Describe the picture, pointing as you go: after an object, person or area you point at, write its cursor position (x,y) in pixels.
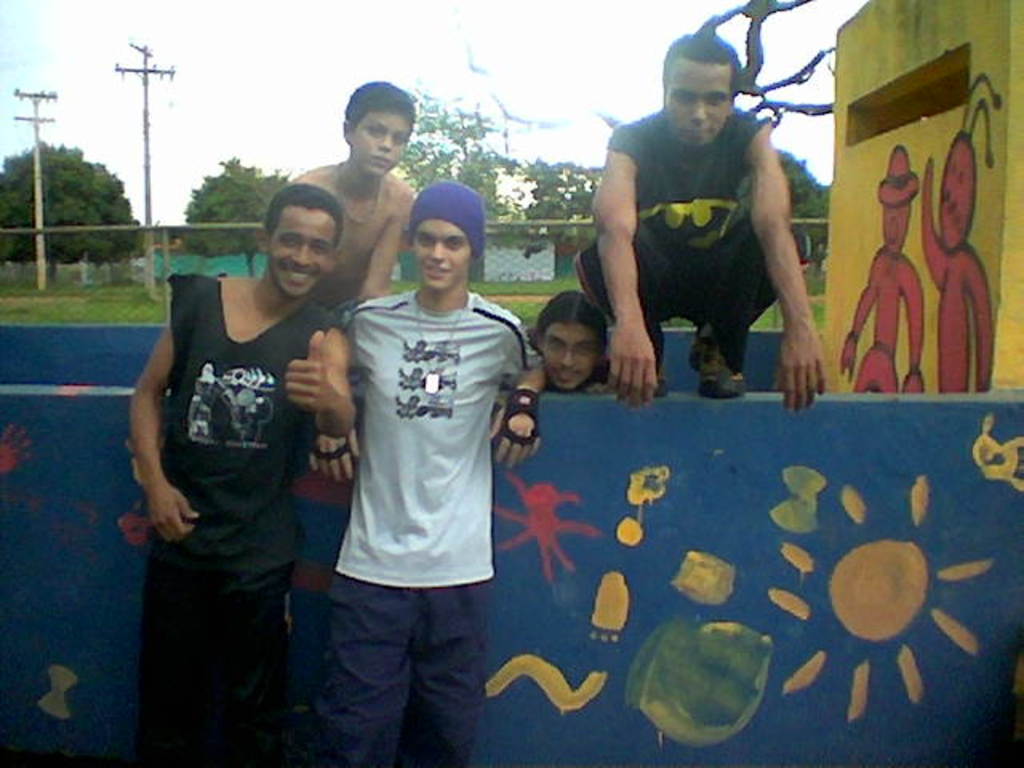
In this image we can see people (236,588) standing on the ground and some are sitting on the wall (666,352). In the background (546,184) we can see trees (107,224), electric poles (127,71), sportsnet (60,273), walls (681,358) and sky (340,101).
